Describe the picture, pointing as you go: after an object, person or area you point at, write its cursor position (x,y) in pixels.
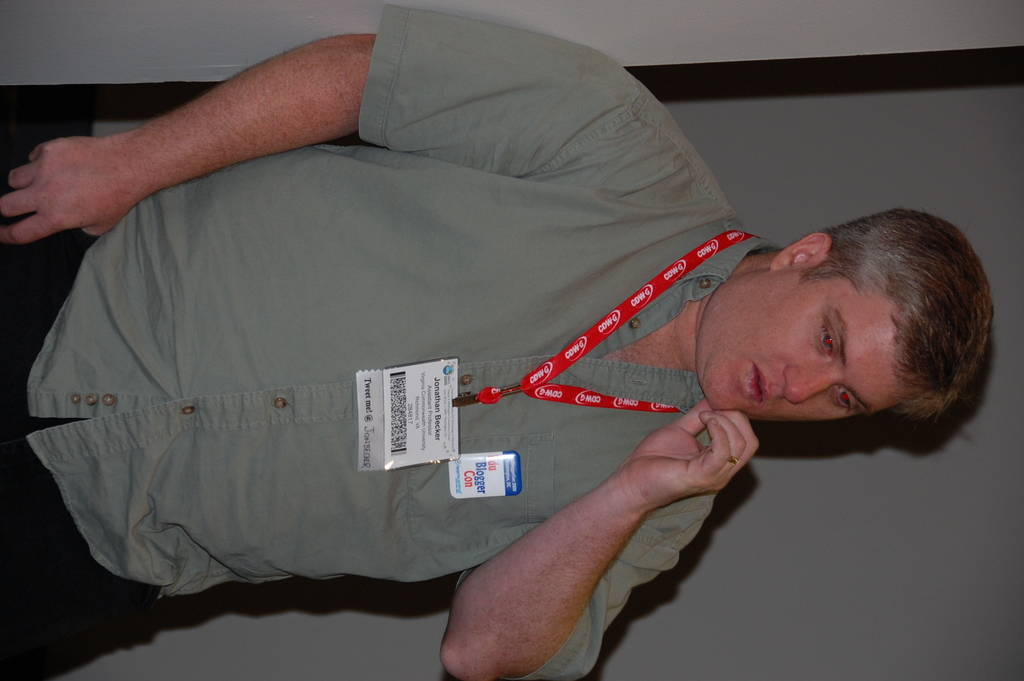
In this image we can see a man (450,497) standing. In the background (833,638) there is a wall (822,628).
